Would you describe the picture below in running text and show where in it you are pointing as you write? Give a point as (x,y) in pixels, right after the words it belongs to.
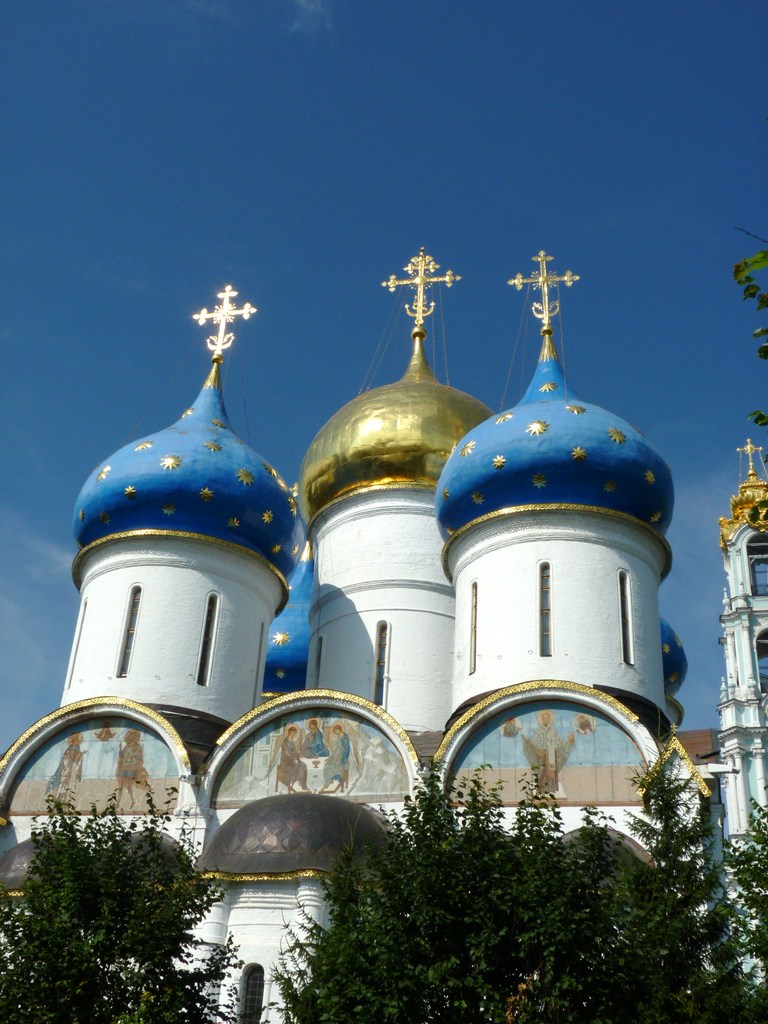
In the picture we can see a church building (555,611) with three cross symbols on top of it with three pillars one is blue in color one is gold in color and one is blue in color and near to the church (131,782) we can see some plants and in the background (119,249) we can see a sky (687,21).
